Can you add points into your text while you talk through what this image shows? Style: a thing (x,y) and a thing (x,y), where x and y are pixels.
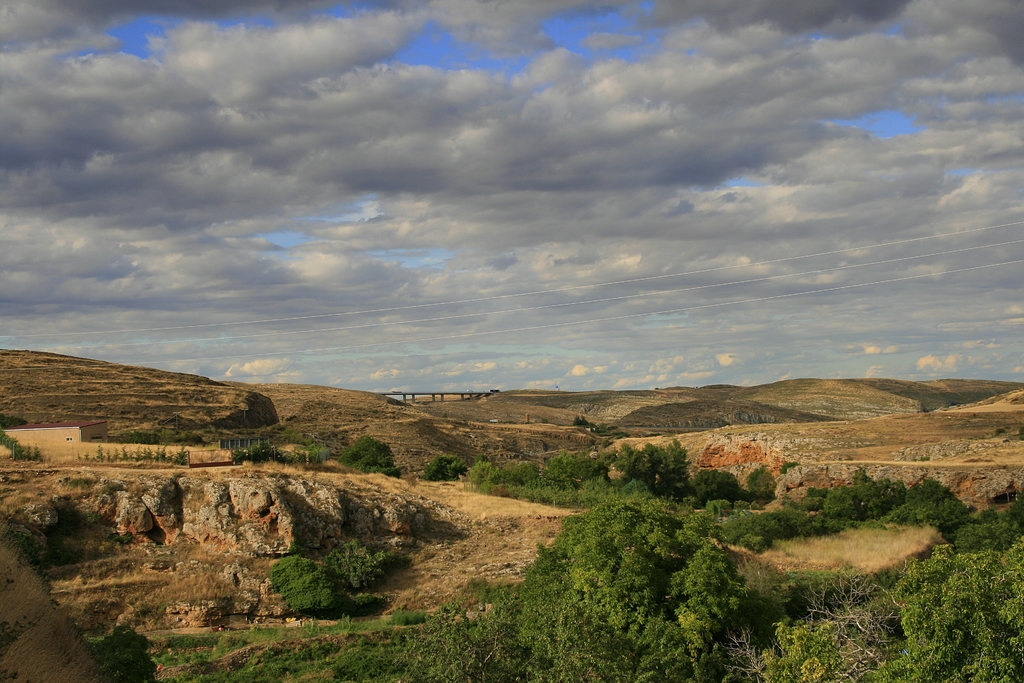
In the picture we can see some trees (968,650) and beside it, we can see part of the rock hill (213,471) and muddy surface (339,478) on it and behind it also we can see some hills (394,429) and a bridge (442,395) on it and in the background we can see the sky (501,179) with clouds (600,355).
